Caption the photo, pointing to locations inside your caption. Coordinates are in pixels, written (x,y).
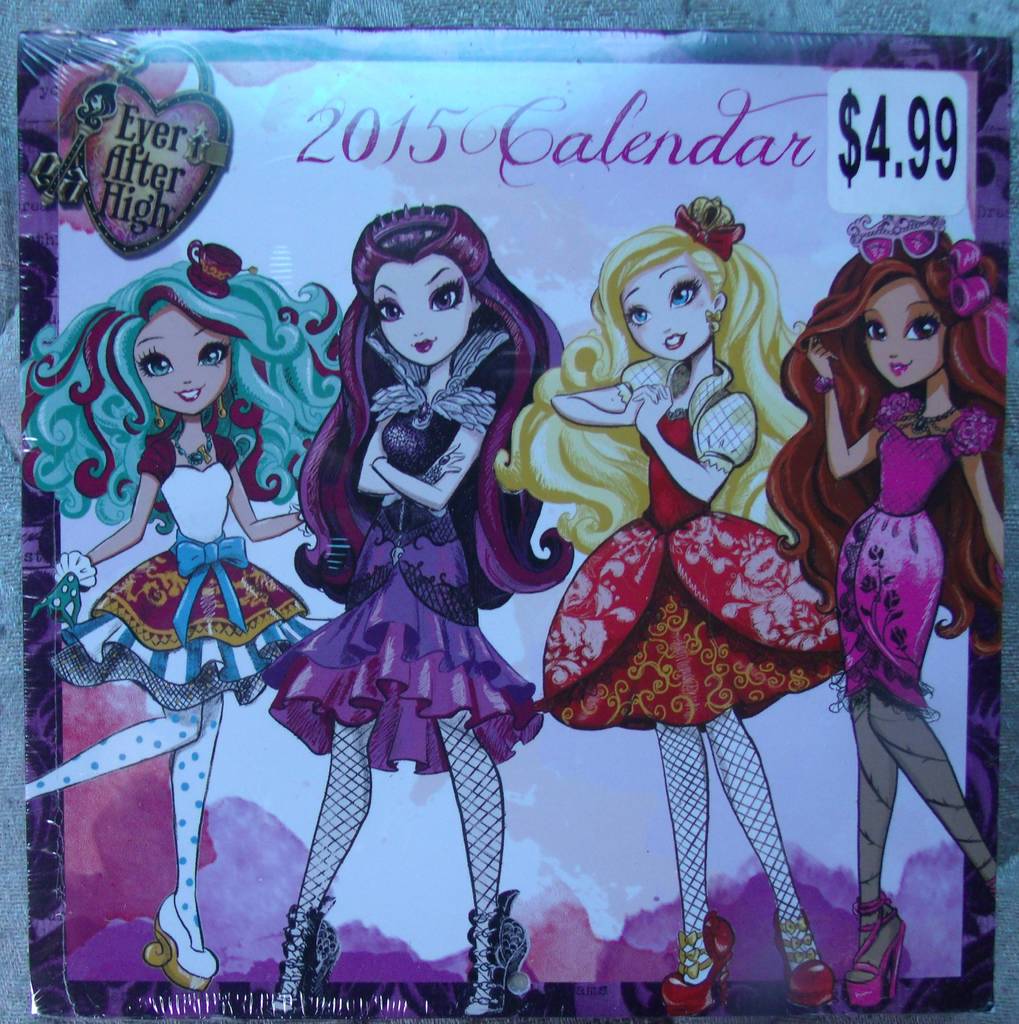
This looks like a box (772,375), which is sealed. I can see the cartoon images (213,523) of four girls (486,600) standing. These are the letters (144,166) and numbers (865,145) on it.
